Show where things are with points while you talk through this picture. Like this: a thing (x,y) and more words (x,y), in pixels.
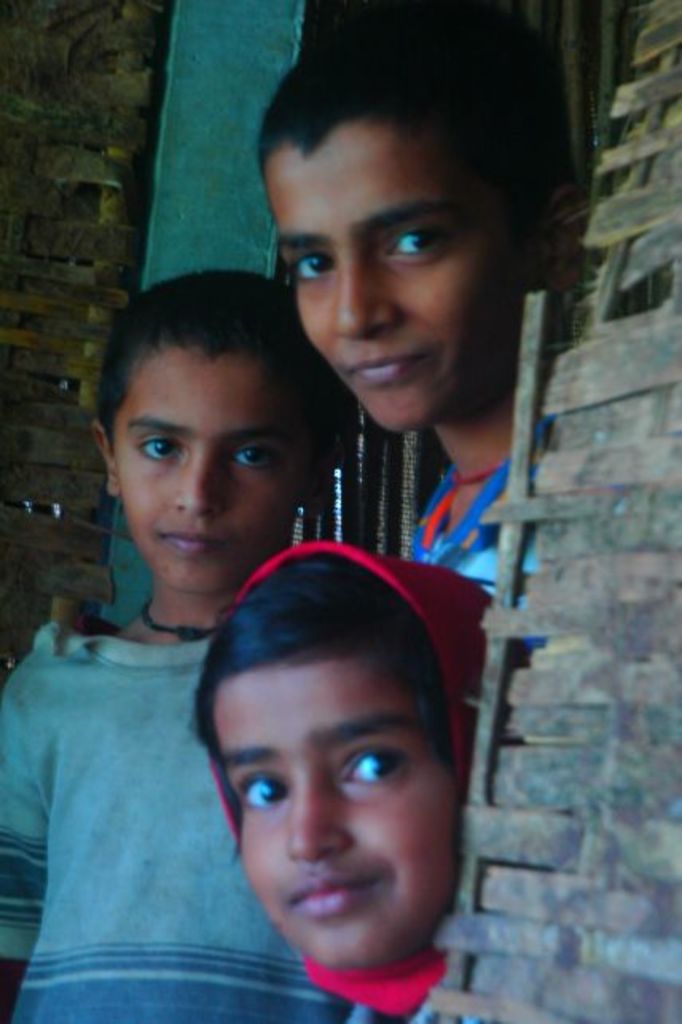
In this image I can see a person (148,518) wearing blue t shirt (113,771) and another person (305,844) wearing red colored cloth (462,649) to the head (433,646) and another boy (493,584) wearing blue dress (497,529) are standing and in the background (256,13) I can see the blue colored thing (228,222) and the wooden wall (116,31).
